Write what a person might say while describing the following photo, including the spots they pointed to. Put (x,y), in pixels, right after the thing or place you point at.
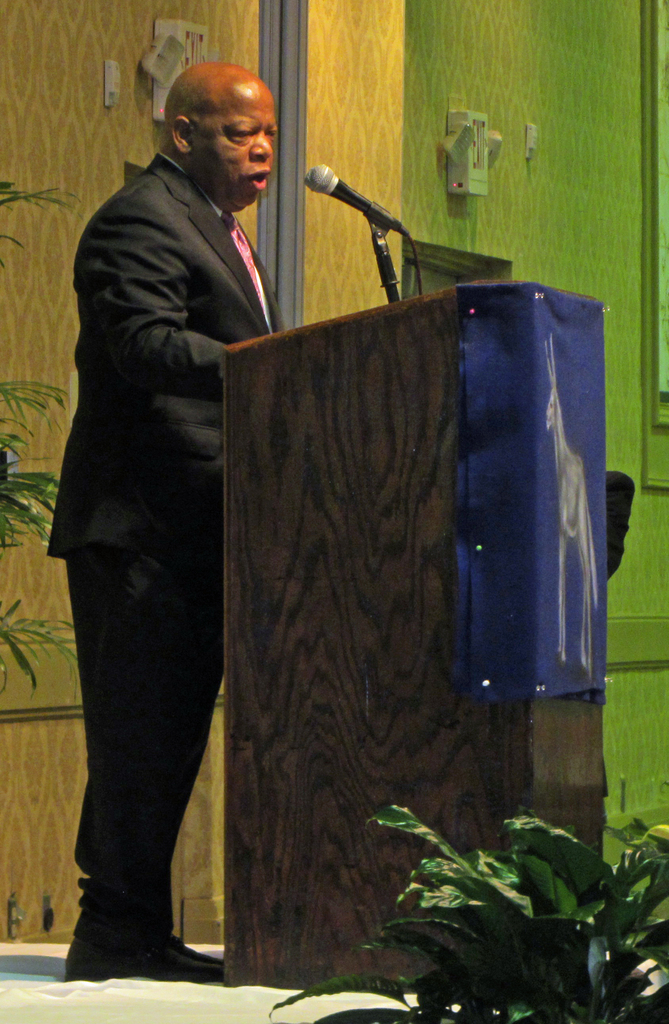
In this image we can see a man (200,177) standing at the podium (433,452) and a mic (410,237) is attached to it. In the background (294,112) we can see walls (513,204) and houseplants (26,479).
